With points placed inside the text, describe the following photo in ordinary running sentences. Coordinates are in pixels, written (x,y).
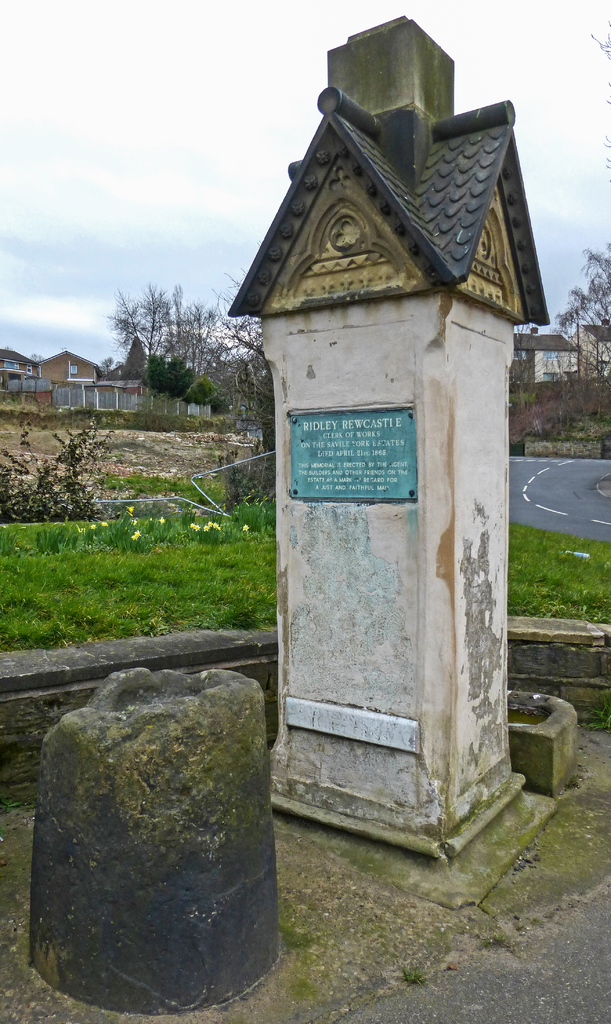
In this image we can see laid stones (334,604), road (567,510), buildings (136,392), trees (218,393) and sky (158,129) with clouds (209,174).
